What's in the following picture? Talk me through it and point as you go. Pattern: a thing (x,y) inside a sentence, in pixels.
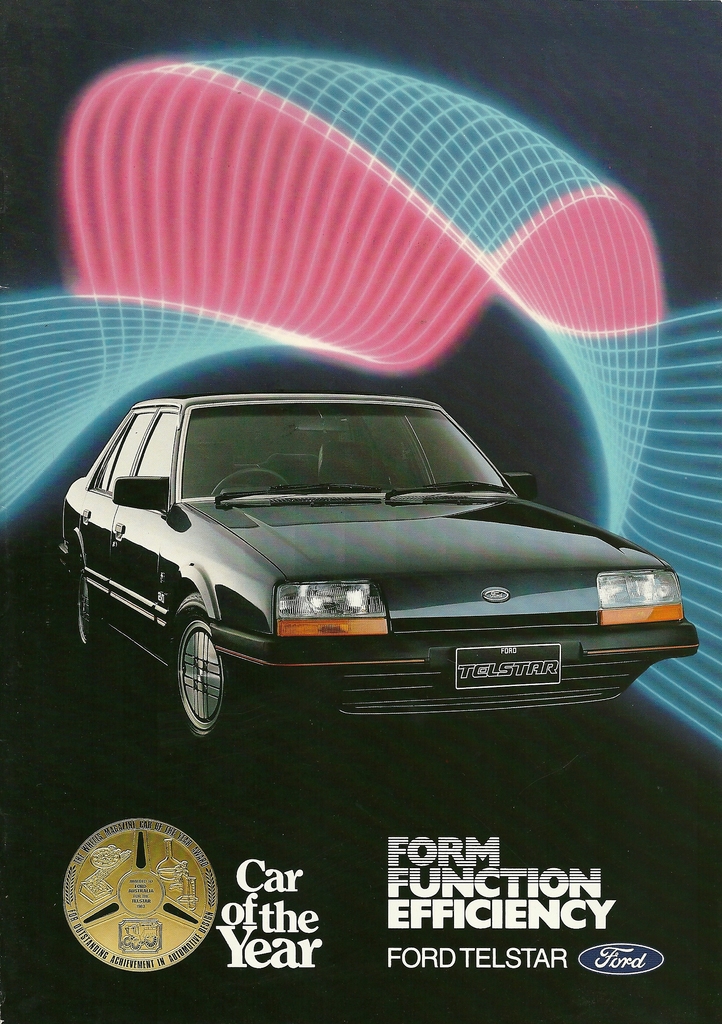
In the image we can see a car (441,591), black in color. These are the headlights (626,605) and number plate (487,649) of the vehicle (479,667). This is a text (423,909) and a light effect (277,199).
